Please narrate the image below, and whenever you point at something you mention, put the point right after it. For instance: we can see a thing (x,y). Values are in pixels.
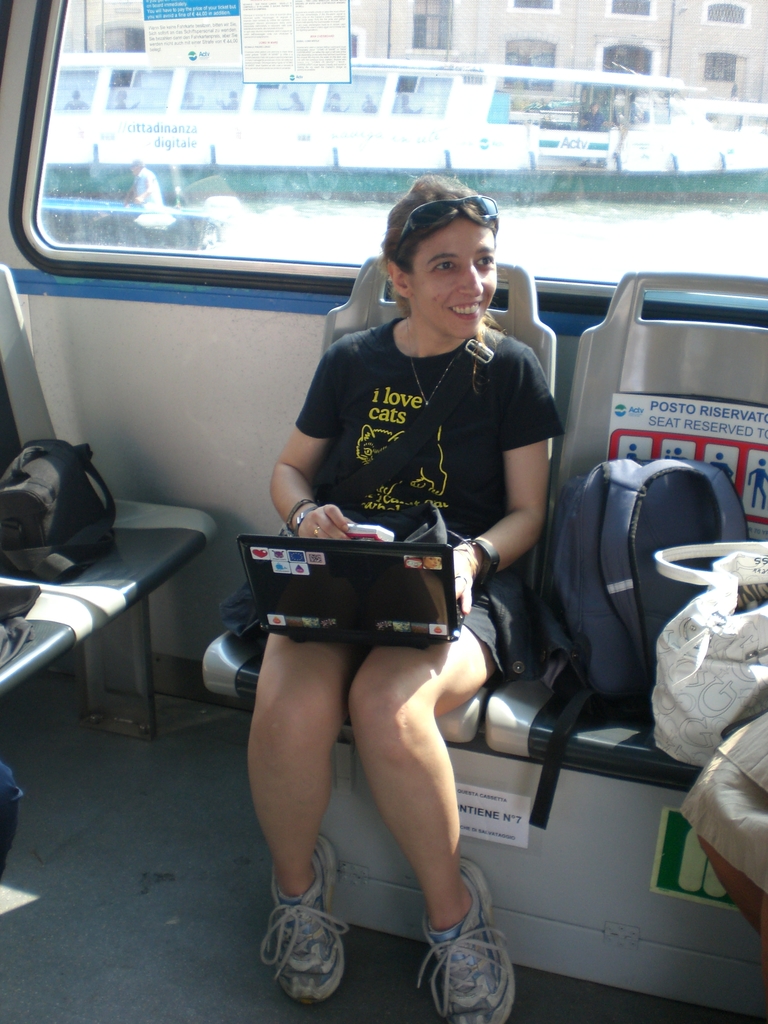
This picture describes about few people (337,372), in the middle of the image (427,359) we can see a woman (472,314), she is seated on the chair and she is smiling, in front of her we can see a laptop (369,594), and we can see baggage (694,655), in the background (531,190) we can see a building (465,27) and few boats (582,166).
